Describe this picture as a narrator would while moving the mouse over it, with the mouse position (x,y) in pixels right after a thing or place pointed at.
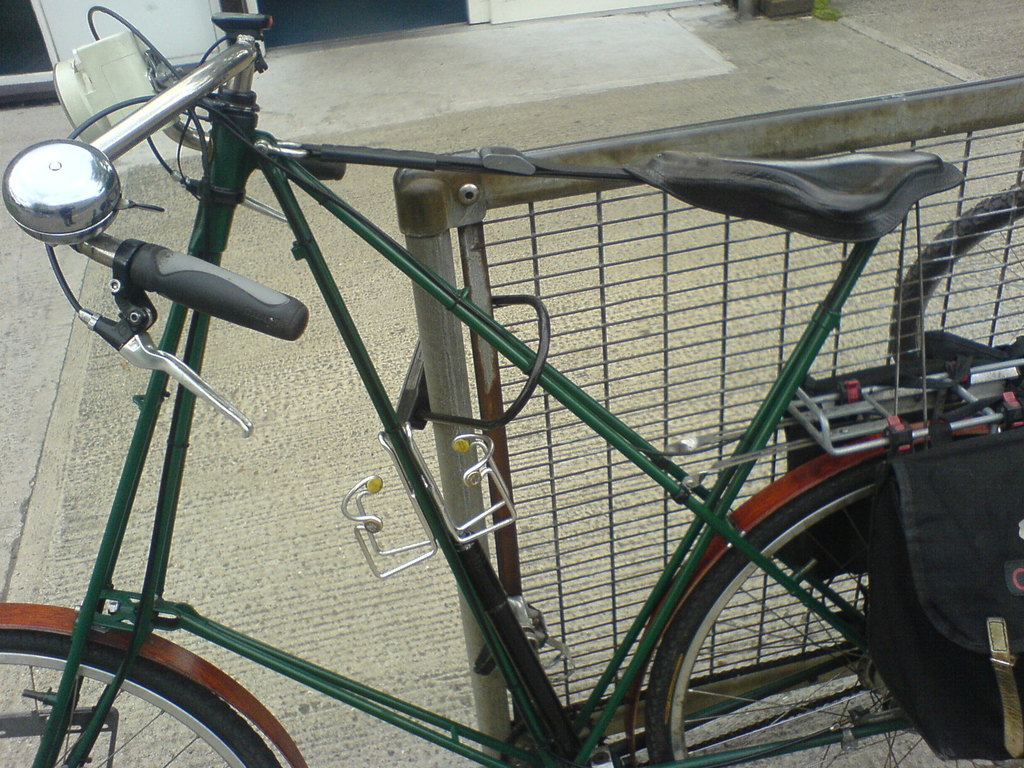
In this picture we can see the floor (223,348), bicycle (855,487), bag (857,541), fence (857,592) and some objects (485,444).
